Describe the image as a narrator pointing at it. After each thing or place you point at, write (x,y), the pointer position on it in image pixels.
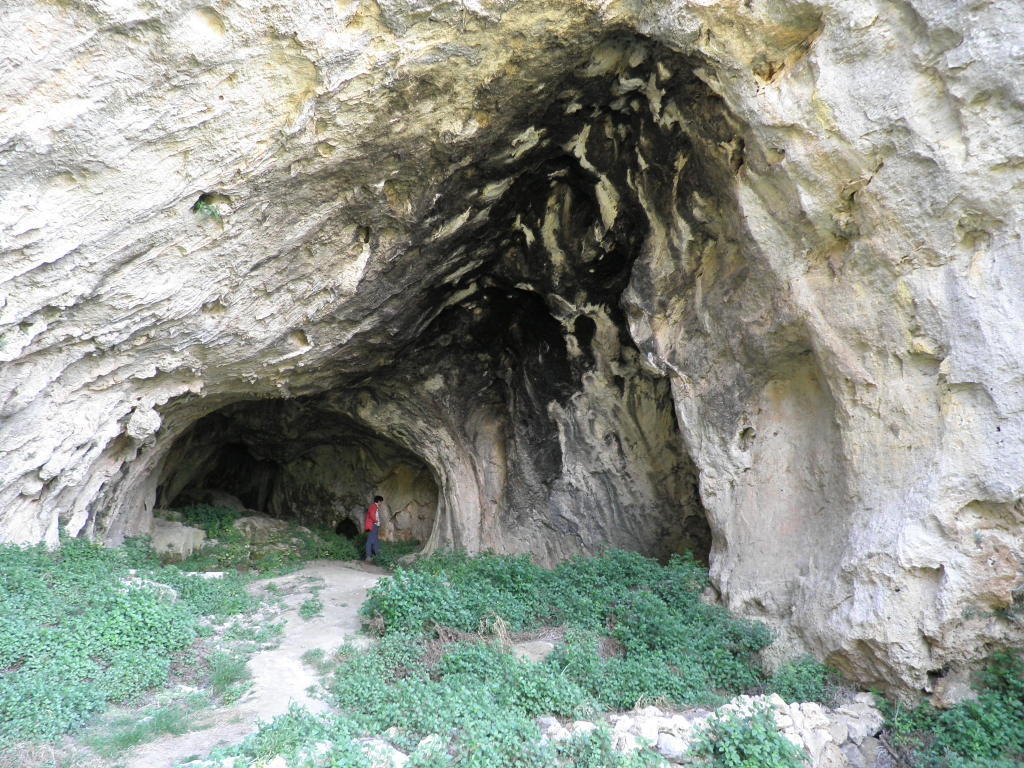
In the image there is a person (371,513) in red dress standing inside a huge cave (740,280) with many plants (509,713) in front of it on the land (176,732).
